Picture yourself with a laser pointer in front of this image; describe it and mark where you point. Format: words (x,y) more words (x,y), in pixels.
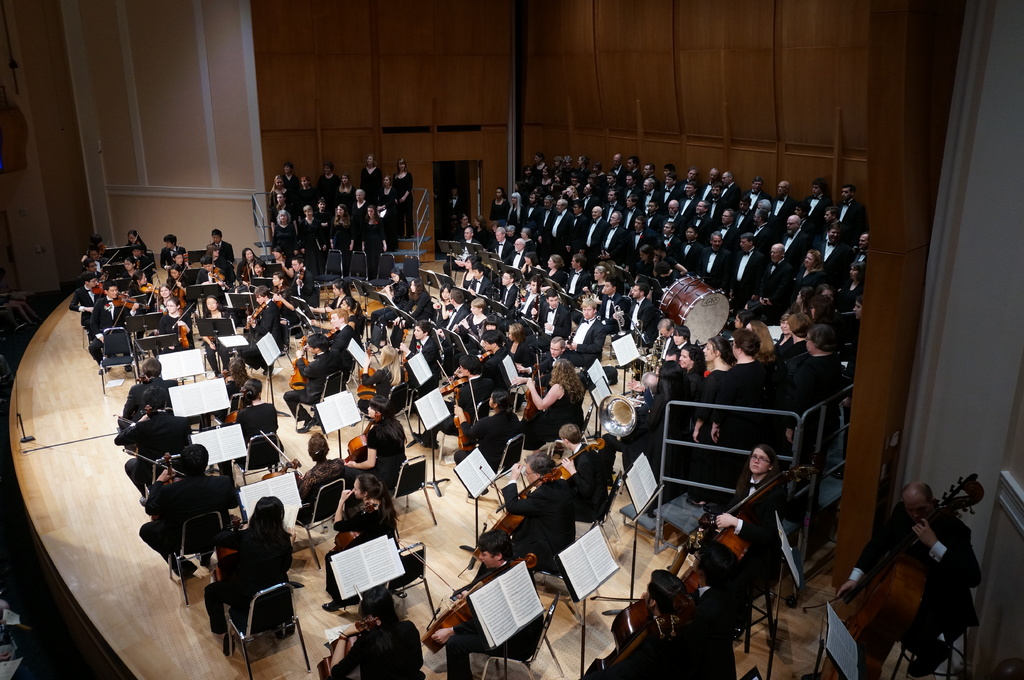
As we can see in the image there are group of people (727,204) sitting on chairs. There are books (344,551), wall (431,54) and violins (116,300).
